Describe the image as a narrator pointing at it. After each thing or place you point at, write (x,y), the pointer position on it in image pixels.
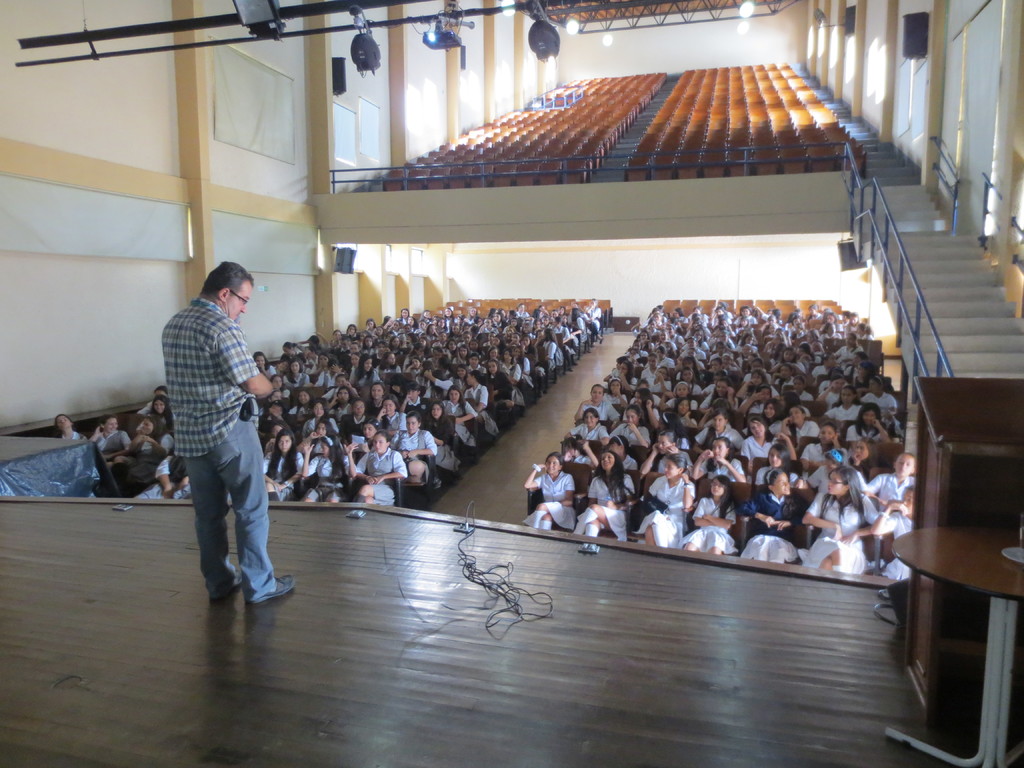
In this image, there are many people (723,404). Among them, some people (601,406) are sitting and a person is standing on the stage (698,644). We can see some chairs (545,145). We can see the fence (537,161). We can see some stairs (873,166) and the railing (860,185). We can also see a table (1007,591) and some wood (920,472) on the right (945,382). We can see some lights (539,19) attached to the black colored object (306,9).
